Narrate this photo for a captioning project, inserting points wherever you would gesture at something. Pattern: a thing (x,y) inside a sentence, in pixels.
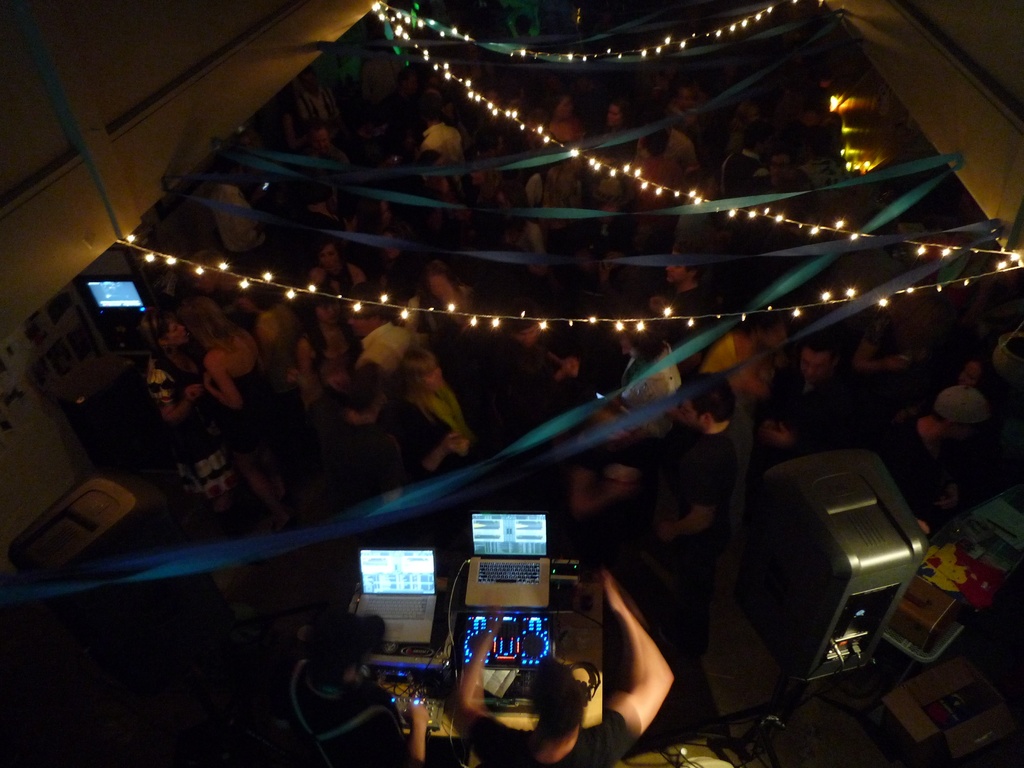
In this image we can able to see few persons (692,162) are dancing and two persons (475,686) are playing DJ, there are two laptops (477,584) in front of them. there is a screen (115,296), instrument (836,552). There are some serial lights (478,99), and we can see a cardboard box (941,666).
